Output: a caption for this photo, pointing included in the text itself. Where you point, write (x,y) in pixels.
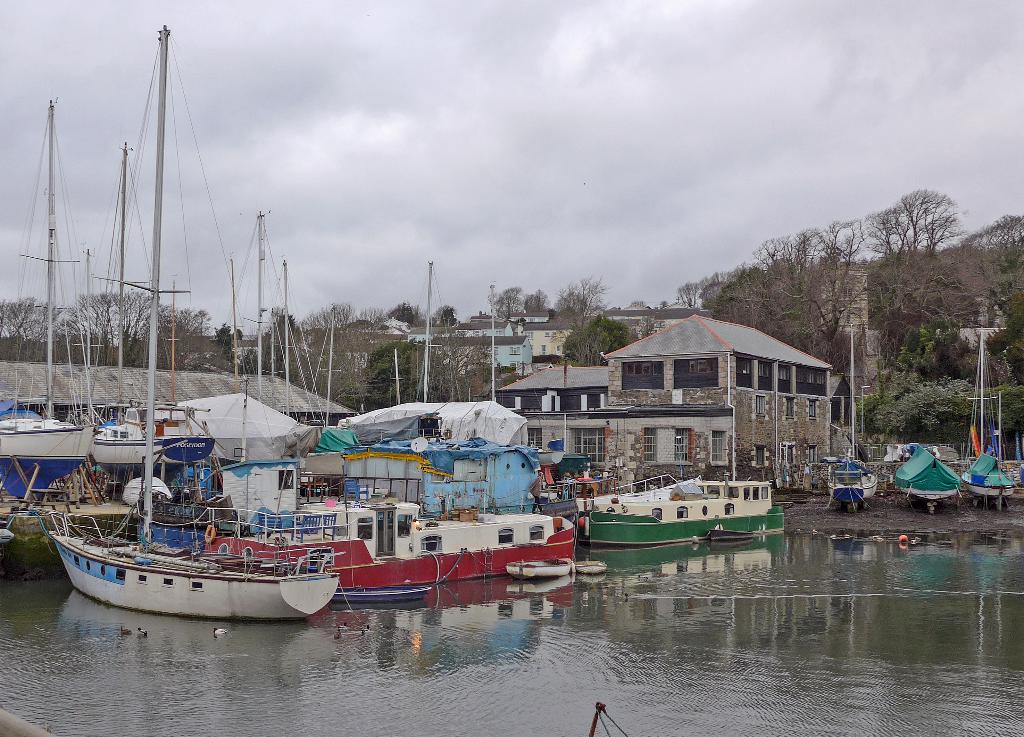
In this image, I can see few boats (645,518) on the water (509,647). I think these are the ducks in the water (253,646). I can see the buildings (592,420) with windows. In the background (380,391), these are the trees (522,305). This is the sky (727,142).
